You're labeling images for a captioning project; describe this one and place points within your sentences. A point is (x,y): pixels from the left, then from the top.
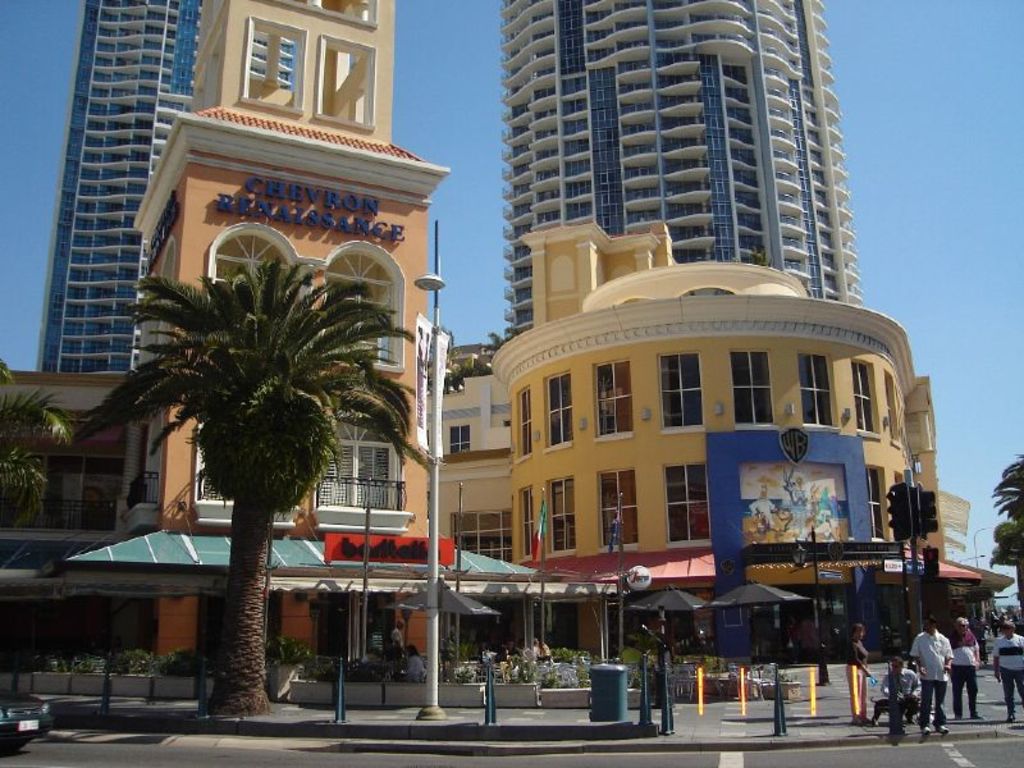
In this image I can see a road (477,757) in the front (184,734) and on the left side (17,727) I can see a vehicle (31,710) on it. I can also see few trees (255,619), few poles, few signal lights (934,517) and on the right side (996,617) I can see few people (905,686) are standing. In the background (621,298) I can see few buildings (516,248), the sky (461,181) and on the left side of this image (262,185) I can see something is written on the building (215,246).
